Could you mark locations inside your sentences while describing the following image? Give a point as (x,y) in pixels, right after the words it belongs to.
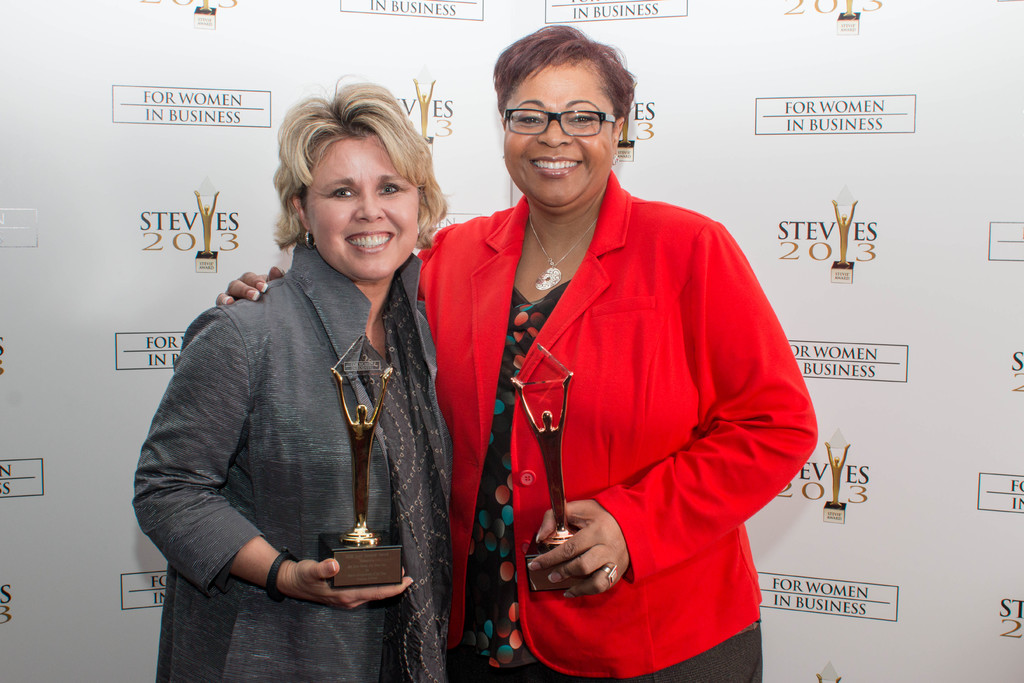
As we can see in the image there is a banner (501,42) and two women (460,337) holding statues (537,544). The woman (379,521) over here is wearing a gray color jacket (318,454) and the woman (609,152) next to her is wearing red color jacket (668,498).
